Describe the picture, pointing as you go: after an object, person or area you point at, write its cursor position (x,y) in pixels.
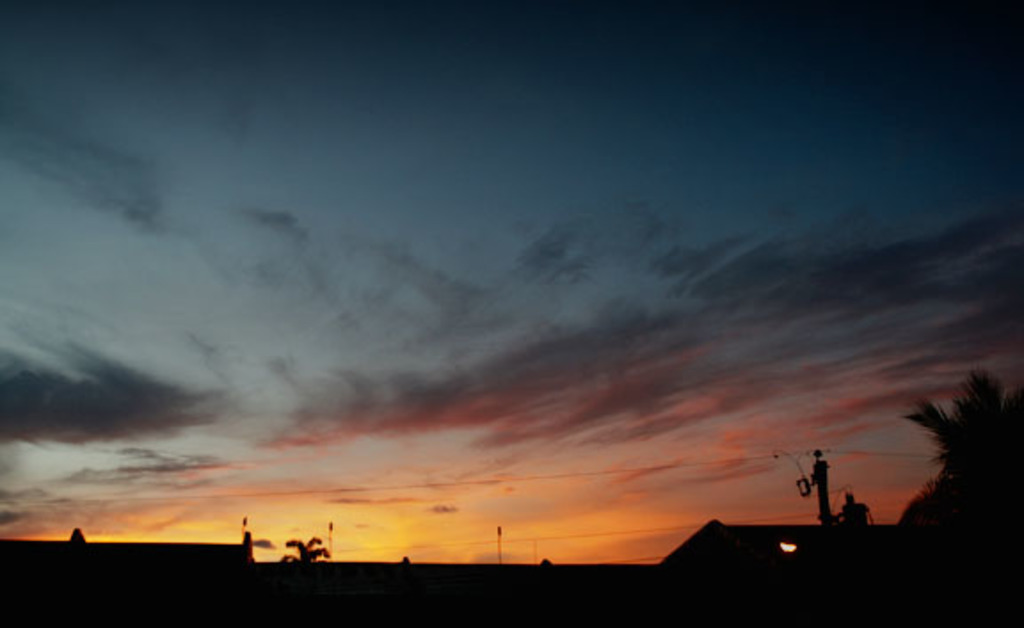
In the picture we can see the part of the house (25,606) and beside it we can see a pole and a part of the coconut tree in the dark and behind it we can see the sky (395,472) with clouds (278,490).
